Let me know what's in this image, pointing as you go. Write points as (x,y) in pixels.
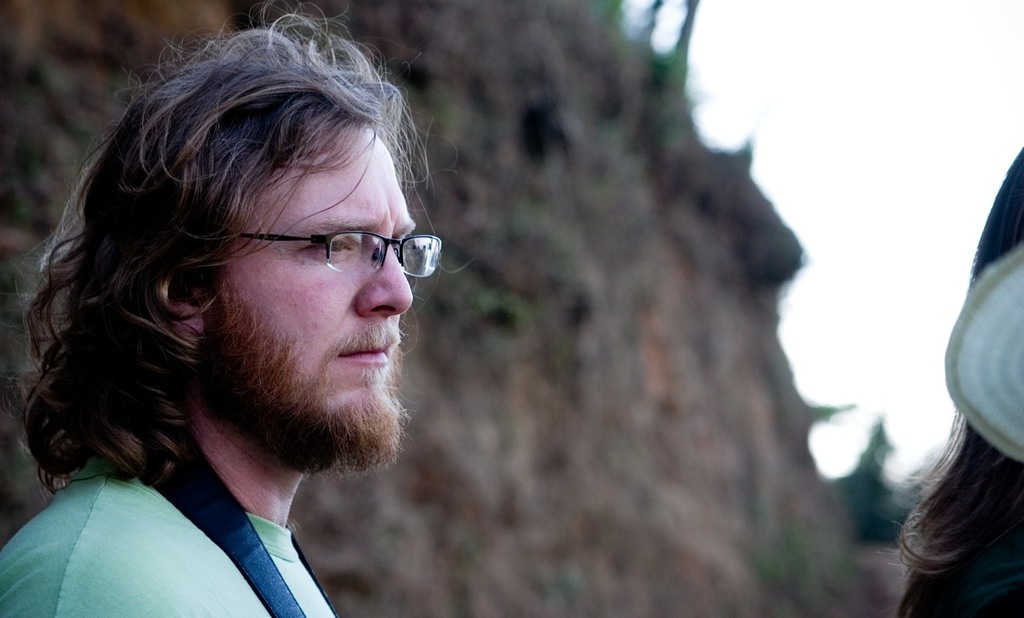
In this picture there is a man (320,276) wore spectacle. On the right side of the image (1006,507) we can see hair (1019,239). In the background of the image (895,481) it is blurry and we can see the sky (809,119).
